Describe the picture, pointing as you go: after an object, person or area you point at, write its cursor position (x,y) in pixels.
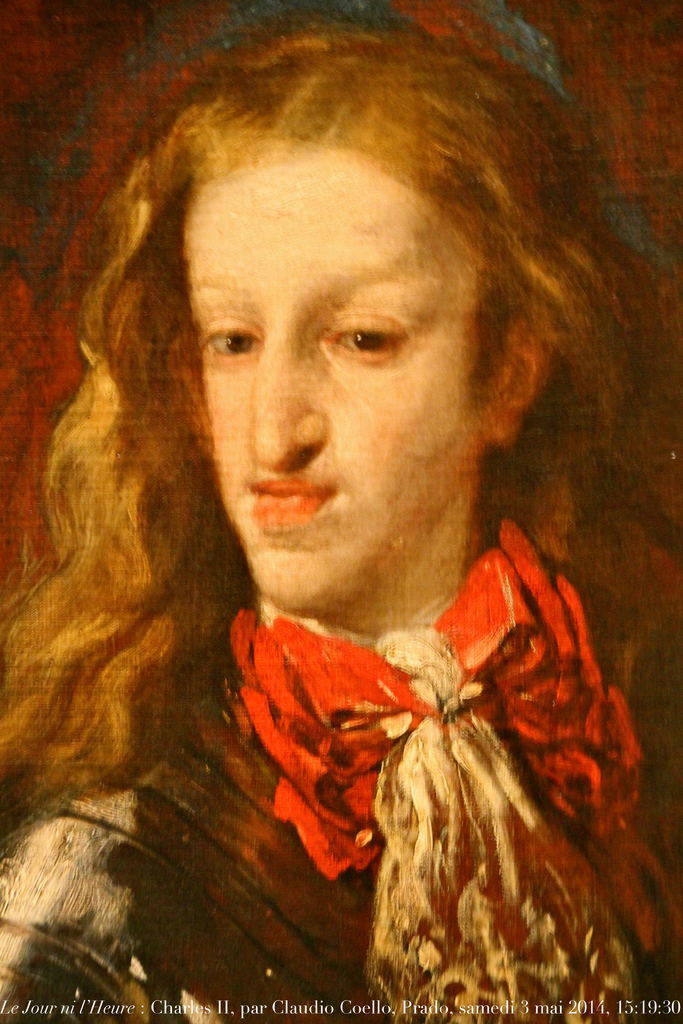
In this image there is a painting (294,399) of a person (314,546), at the bottom of the image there is some text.
